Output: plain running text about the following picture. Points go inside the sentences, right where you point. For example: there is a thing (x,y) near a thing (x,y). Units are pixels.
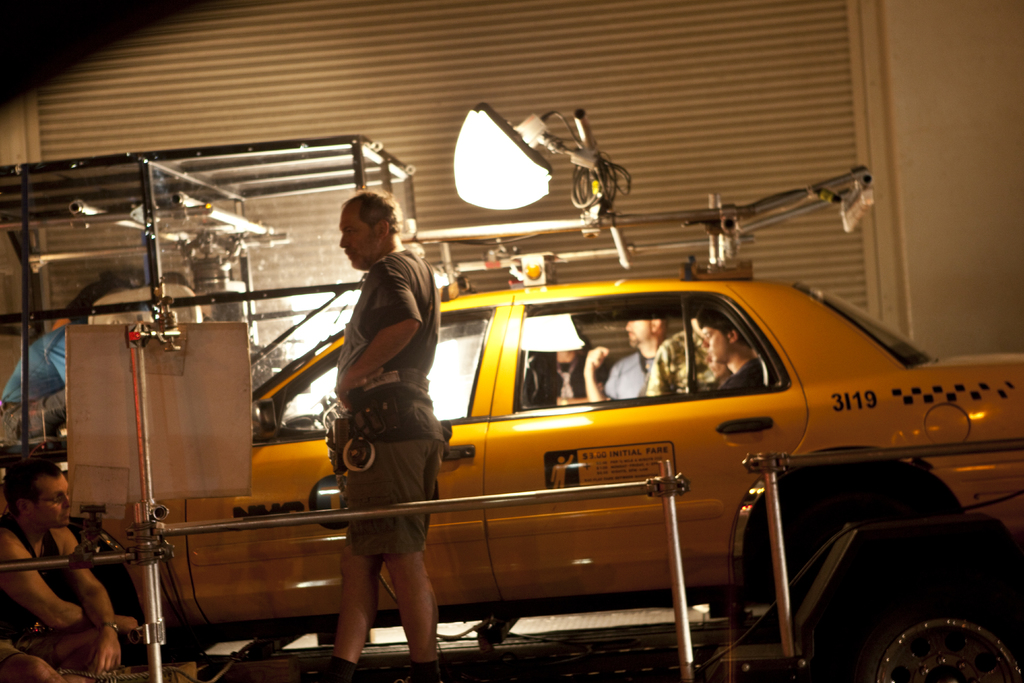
In this picture we can see man (423,537) standing beside car (499,436) which is in yellow color and at back of car (473,415) we can see some more persons (704,349) and in background (346,268) we can see shutter (424,162), light (478,155), poles (672,536) here persons (16,584) are sitting on ground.
